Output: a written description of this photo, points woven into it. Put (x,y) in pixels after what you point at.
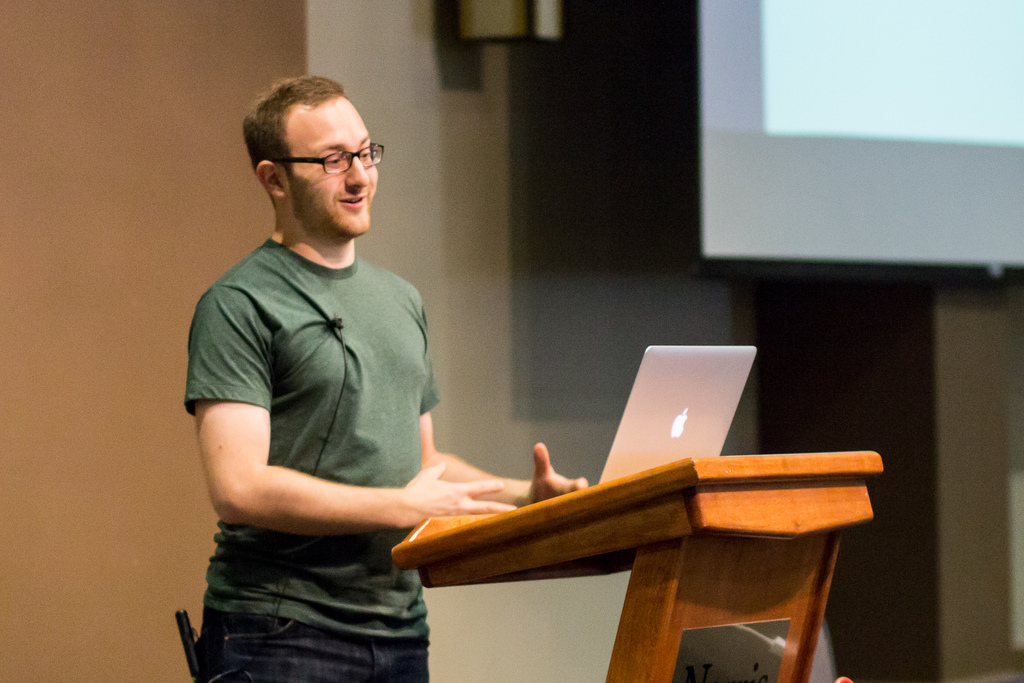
In the image we can see that a man (260,374) standing in front of him there is a laptop (631,412) and the laptop (621,449) is kept on the podium (665,527). The man (339,502) is wearing green color t-shirt (377,343) and spectacle (339,171).
